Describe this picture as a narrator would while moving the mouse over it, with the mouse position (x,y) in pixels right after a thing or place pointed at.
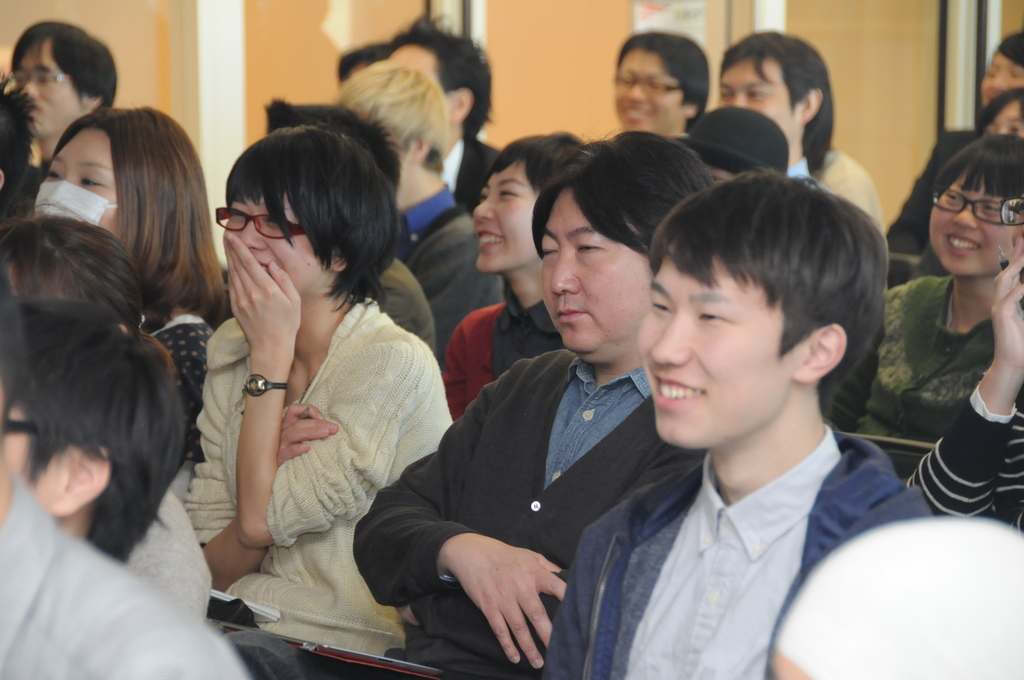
In the center of the picture (622,254) there are people (622,596) sitting in chairs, many people (424,300) are laughing. In the background (207,46) there are pillars (232,48) and wall (62,10).
